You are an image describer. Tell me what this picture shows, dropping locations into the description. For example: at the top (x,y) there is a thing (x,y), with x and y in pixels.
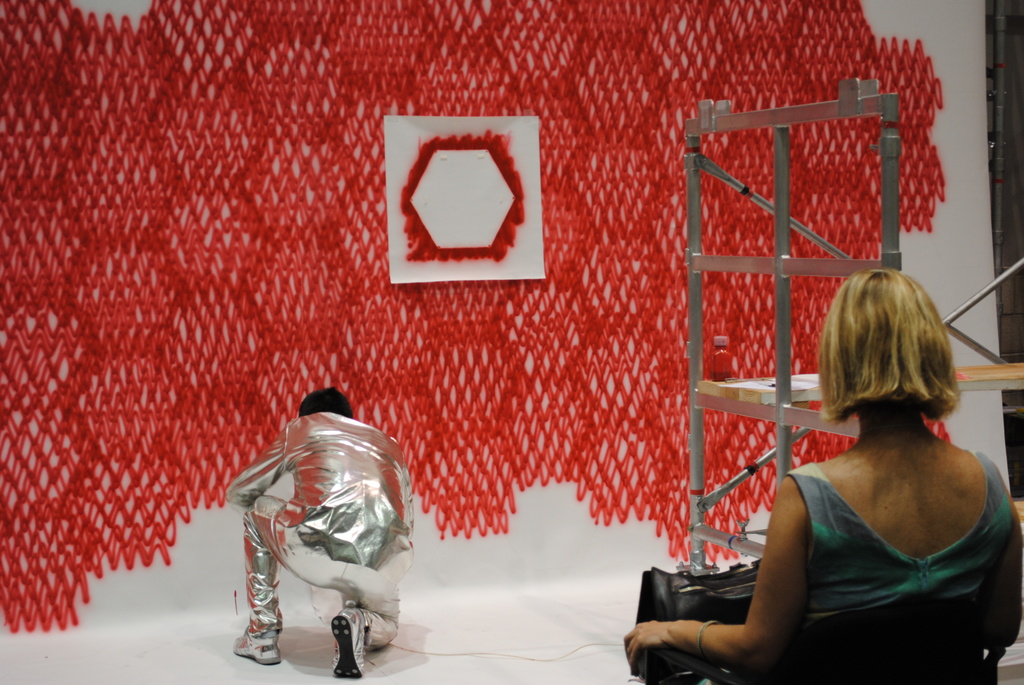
In this picture we can see two people (366,516), here we can see a rack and a bottle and in the background (551,570) we can see a frame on the board (563,478).
